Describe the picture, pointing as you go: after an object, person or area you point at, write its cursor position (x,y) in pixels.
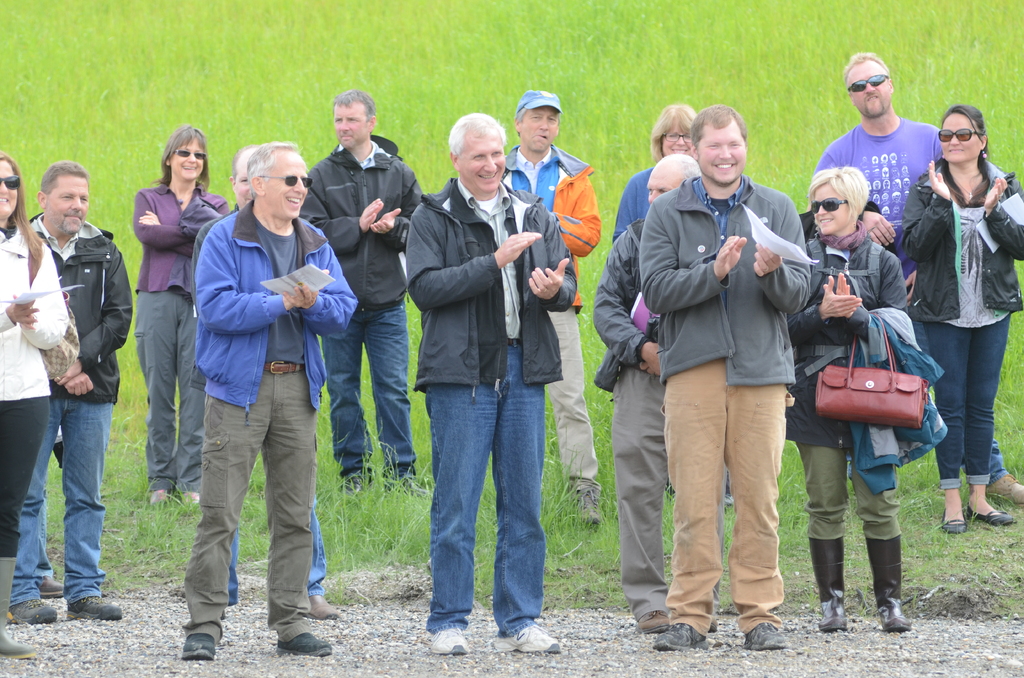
In this image we can see people (361,272) standing and smiling. Many of them are clapping their hands (779,263) and some of them are holding papers (787,252). In the background (444,114) we can see grass (779,96).
